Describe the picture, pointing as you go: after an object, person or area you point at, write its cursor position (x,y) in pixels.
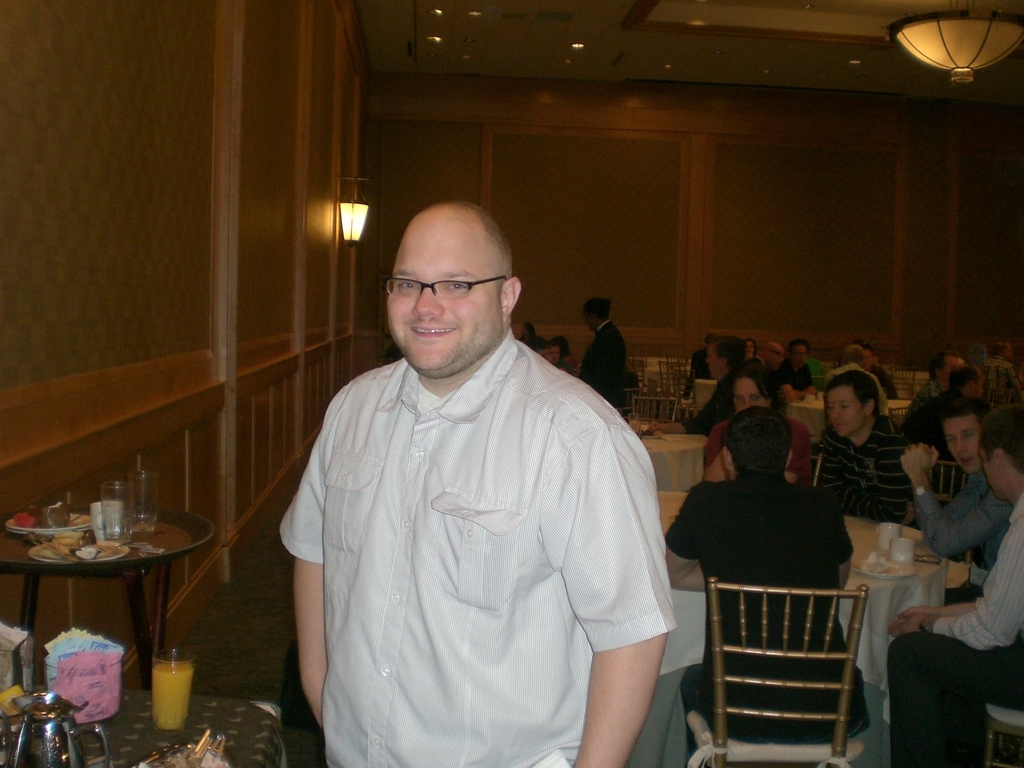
This picture shows an inside view of restaurant (651,210). There are many people (805,496) sitting on chairs (744,636) at the tables (904,595). On the table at the left corner of the image (32,744) there are glasses (119,512), plates (109,551), food (93,545), mugs (100,513) and juices (173,700). There is a man (407,650) standing in the center (482,499) wearing a white shirt (526,419) and spectacles (457,287). He is smiling. There is a wall lamp (352,221) to the wall (367,278). There are lights (427,39) to the ceiling (473,46). The wall (676,178) is furnished with wood (687,239).
